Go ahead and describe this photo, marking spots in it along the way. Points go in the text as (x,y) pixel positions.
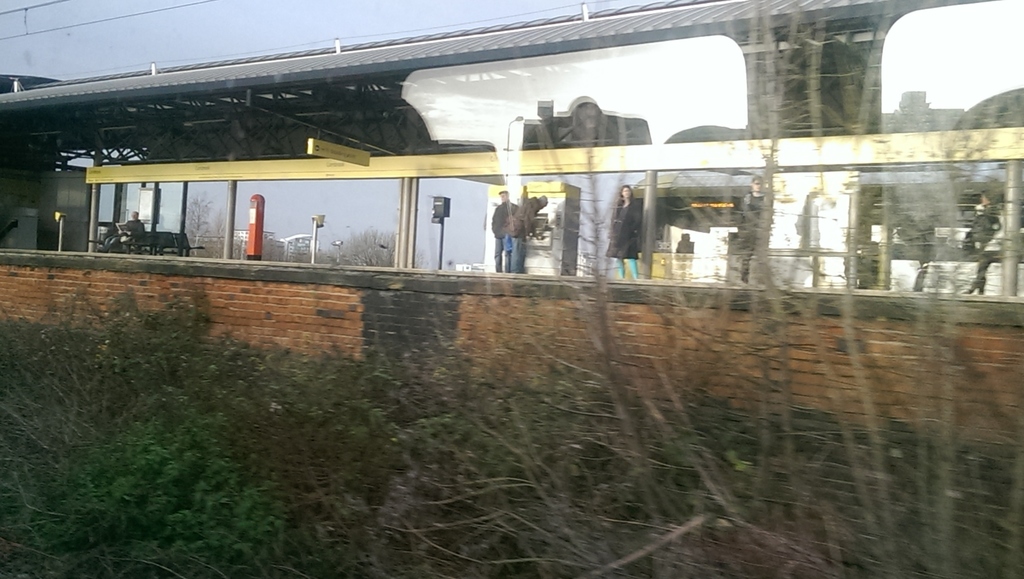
In this image I can see at the bottom (505,428) there are trees (175,405). In the middle (560,297) it looks like a railway station (669,163), a woman (626,227) is standing and looking at this side. At the top (204,79) there are electric cables (96,21) and this is the iron shed (385,111).
